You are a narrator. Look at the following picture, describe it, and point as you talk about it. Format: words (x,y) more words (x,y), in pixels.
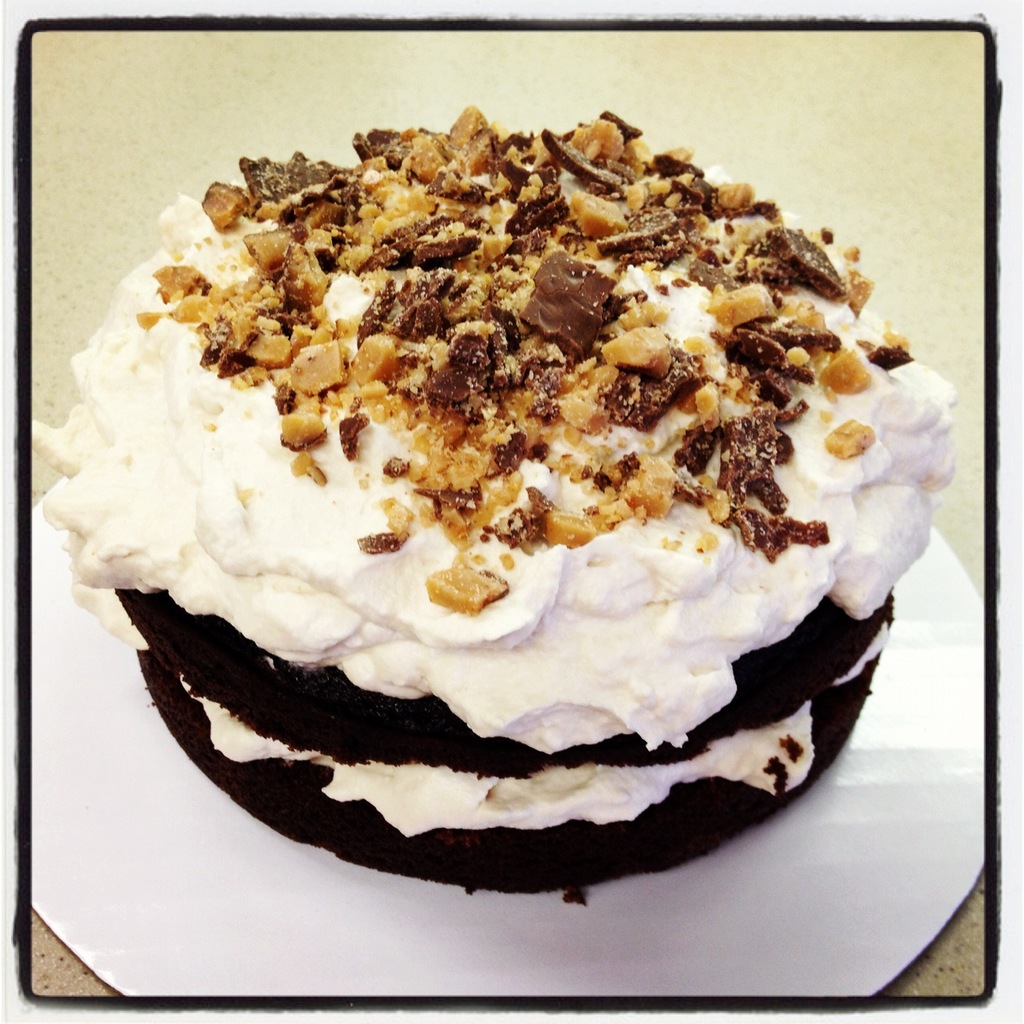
In this image I can see the surface (847,157) which is cream in color and on the surface (903,249) I can see a white colored plate (874,815) and on the plate (784,852) I can see a cake (648,844) which is black, white and brown in color.
